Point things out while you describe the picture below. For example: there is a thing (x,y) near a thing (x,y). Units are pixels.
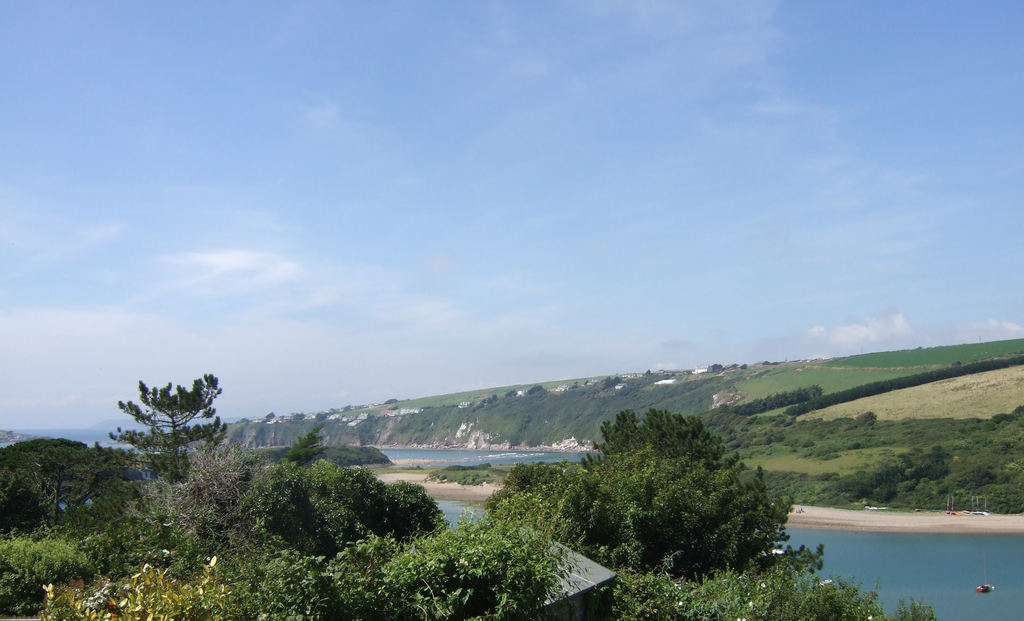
In this image I see the plants (706,439), water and I see the grass (893,359) over here and in the background (635,223) I see the sky (430,180) which is of white and blue in color.
